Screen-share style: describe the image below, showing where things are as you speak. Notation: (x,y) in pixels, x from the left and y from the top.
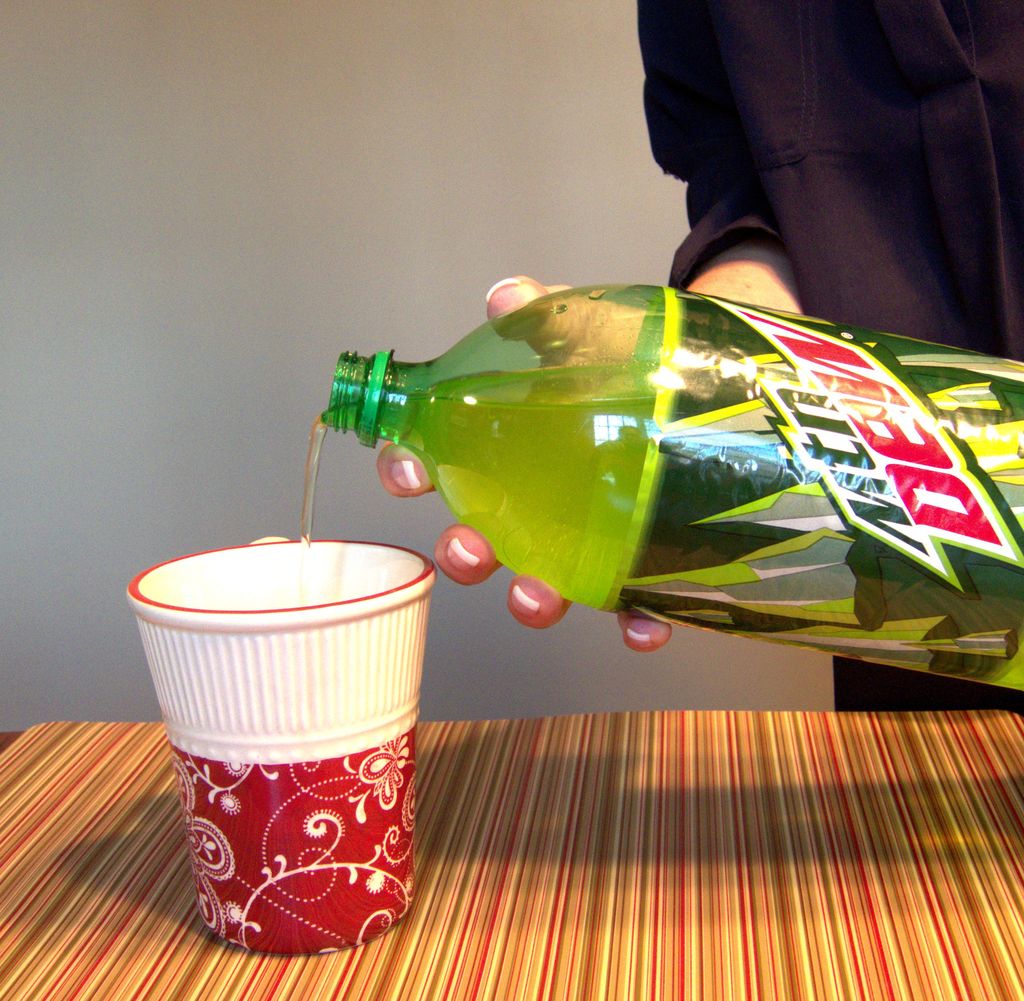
The image has a glass (359,764) on a table (501,850) and a person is pouring drink (600,530) into the glass (383,550) in the background (432,527) there is a white color wall (409,145).
